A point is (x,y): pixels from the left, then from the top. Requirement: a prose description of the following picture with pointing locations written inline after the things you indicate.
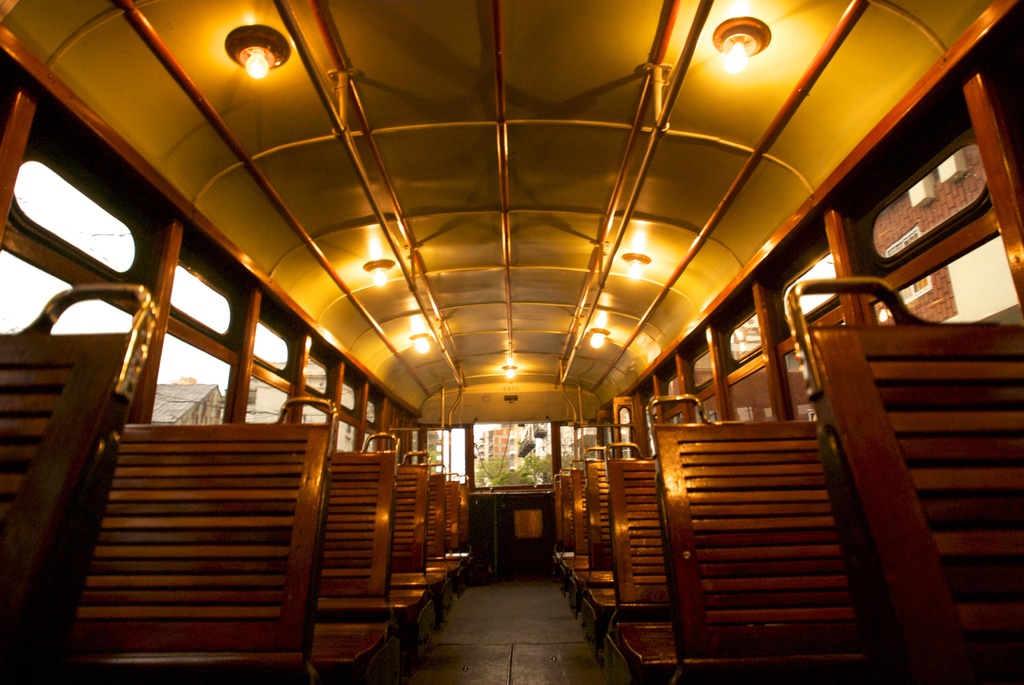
This is inside view of a vehicle (398,349). There are benches (463,521). On the ceiling (483,218) there are lights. Also there are windows (754,396). Through the windows (490,468) we can see trees (533,464), buildings (189,386) and sky (83,240).
